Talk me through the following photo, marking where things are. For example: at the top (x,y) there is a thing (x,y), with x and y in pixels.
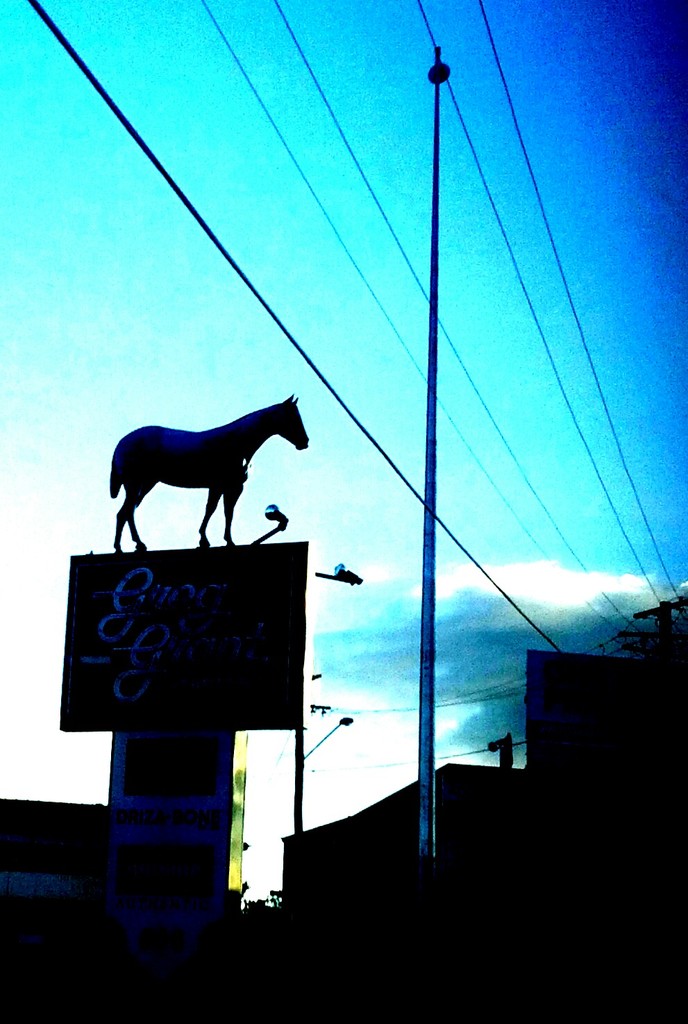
In this picture there is a horse statue (129,455) above the advertisement board (148,562). Here we can see electric pole (430,895) and some electrical wires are connected to it. On the bottom right (477,898) we can see a building (612,804). Here it is a tree (246,898). On the background (470,492) we can see sky (460,511) and clouds (547,597).
